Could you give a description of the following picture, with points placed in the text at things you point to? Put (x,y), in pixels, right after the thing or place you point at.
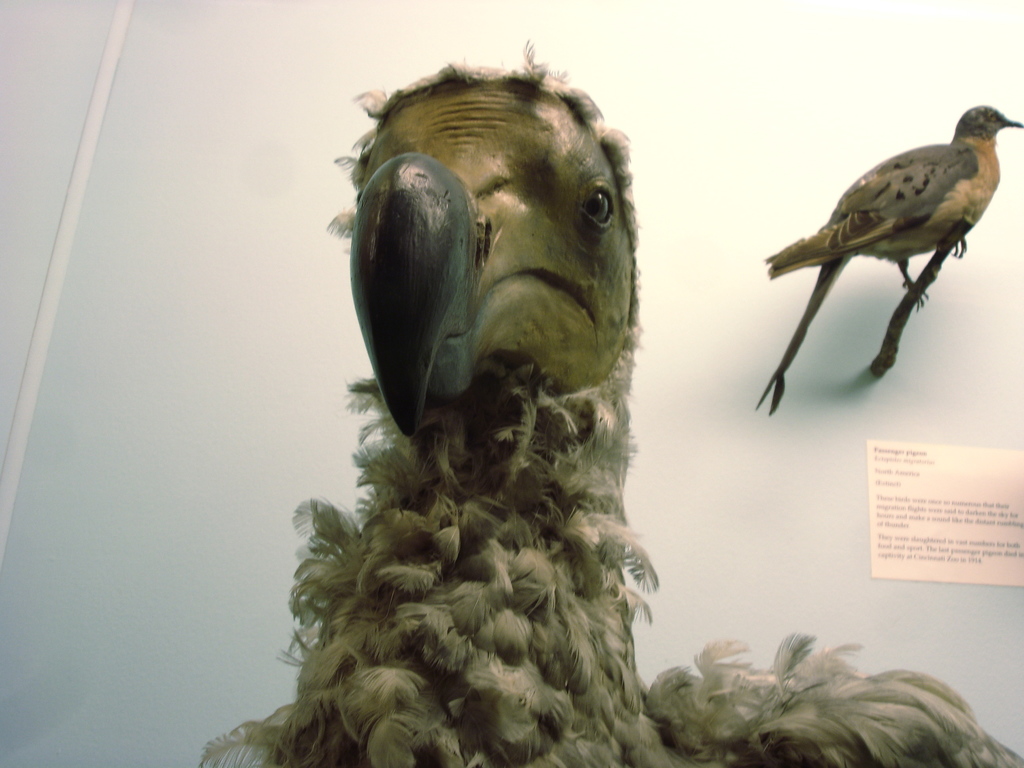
This image consists of birds (619,723). In the background (997,441), there is a wall (836,534). On which there is a paper (973,489) pasted.
